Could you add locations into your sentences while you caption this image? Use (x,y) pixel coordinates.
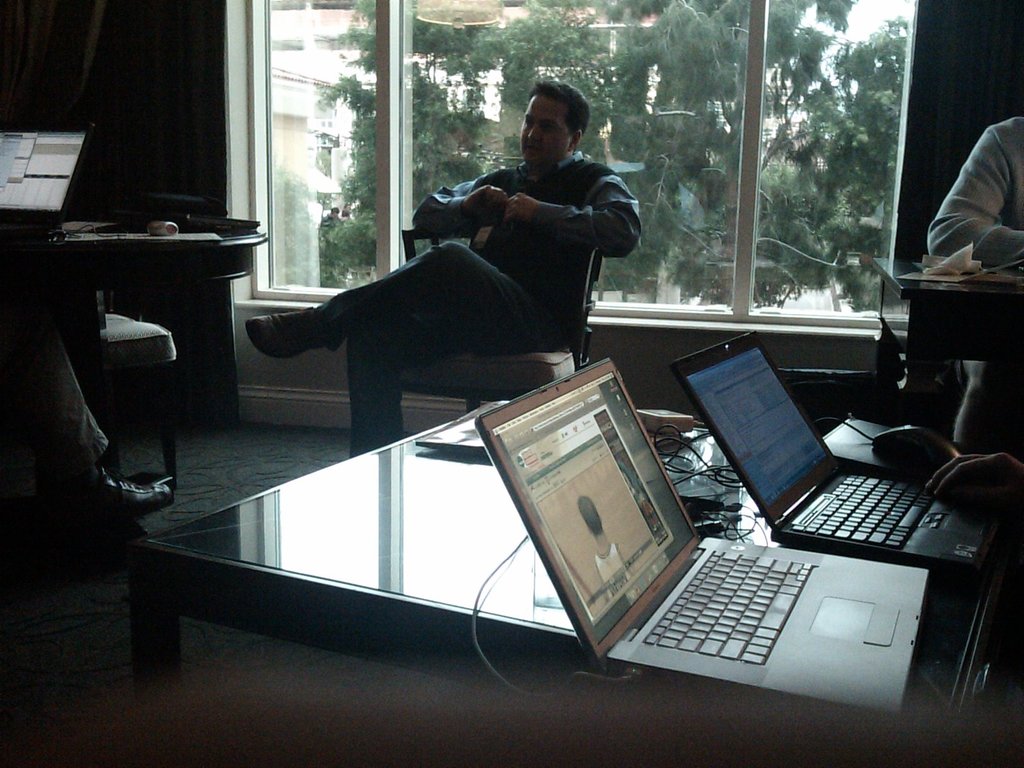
In this picture we can see three persons (39,358) are sitting, we can see a table (667,680) in the front (654,680), we can see two laptops (839,544), a mouse (902,454) and some wires (698,473) present on this table (663,450), on the left side (192,272) we can see another table (98,246), there is a laptop (40,215) and a paper (196,234) present on this table (58,235), we can see a glass window (501,114) in the background (444,61), from the glass (715,87) we can see a tree (715,87) and a building (308,49).
